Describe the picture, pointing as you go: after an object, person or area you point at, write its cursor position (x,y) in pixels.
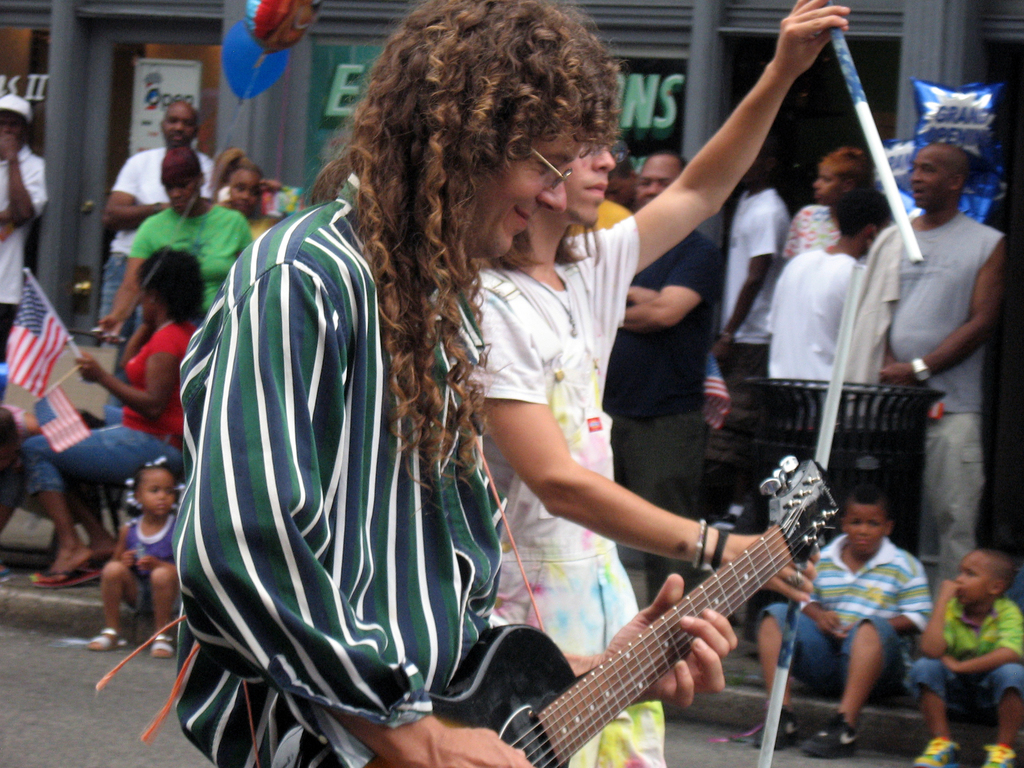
As we can see in the image there are few people (130,173) standing over, a balloon (263,49) and a man (356,339) who is standing here is holding guitar (569,721).
